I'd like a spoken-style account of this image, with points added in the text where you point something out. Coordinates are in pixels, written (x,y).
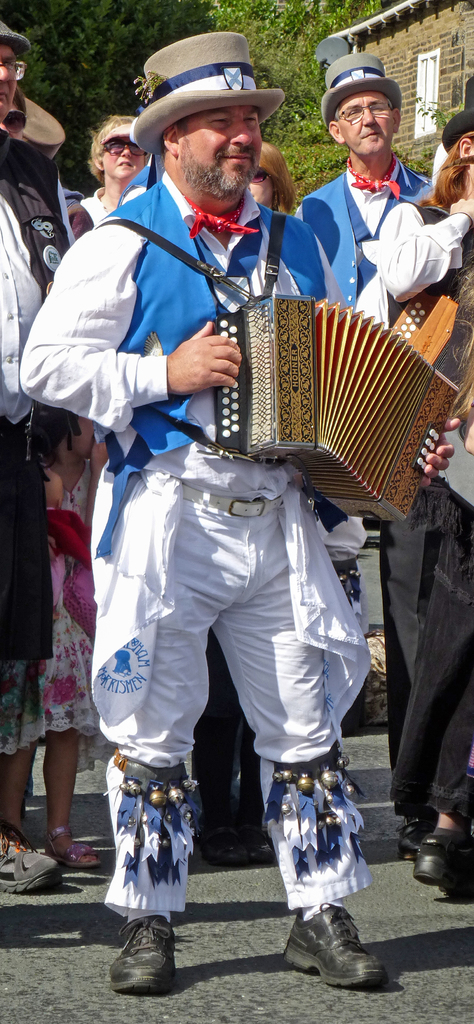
In this picture we can observe a man (140,390) standing, wearing a blue and white color dress (200,424). He is playing a musical instrument (296,338) in his hands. He is wearing a hat (181,49) and smiling. In the background (50,146) there are some people (9,241) standing. There are men (30,291) and women (448,232) in this picture. We can observe trees (273,56) and a house (421,74) on the right side (421,75).
